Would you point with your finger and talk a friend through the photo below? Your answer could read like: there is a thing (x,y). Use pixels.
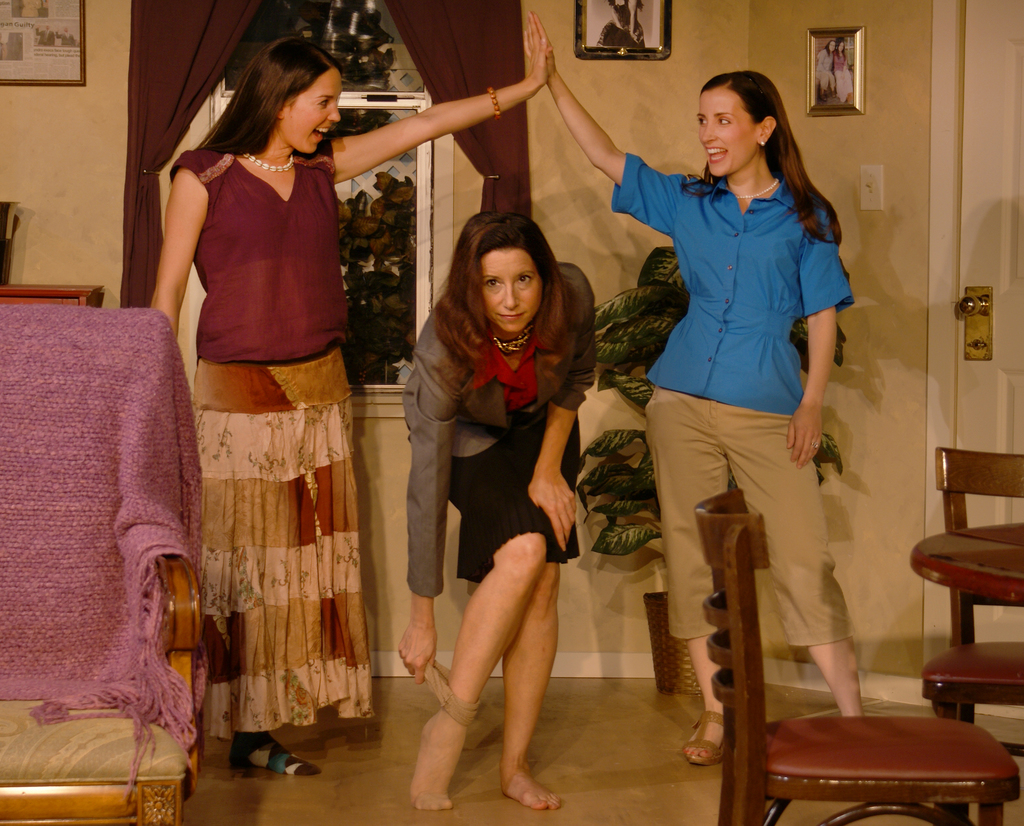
In this image the three girls (536,475) are wearing some skirt (478,535), pant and shirt (515,383) in house (104,165) there are so many things (839,739) are there like chair (836,759), plant (620,487) and some photos (18,75) are hanging on wall (671,140).
